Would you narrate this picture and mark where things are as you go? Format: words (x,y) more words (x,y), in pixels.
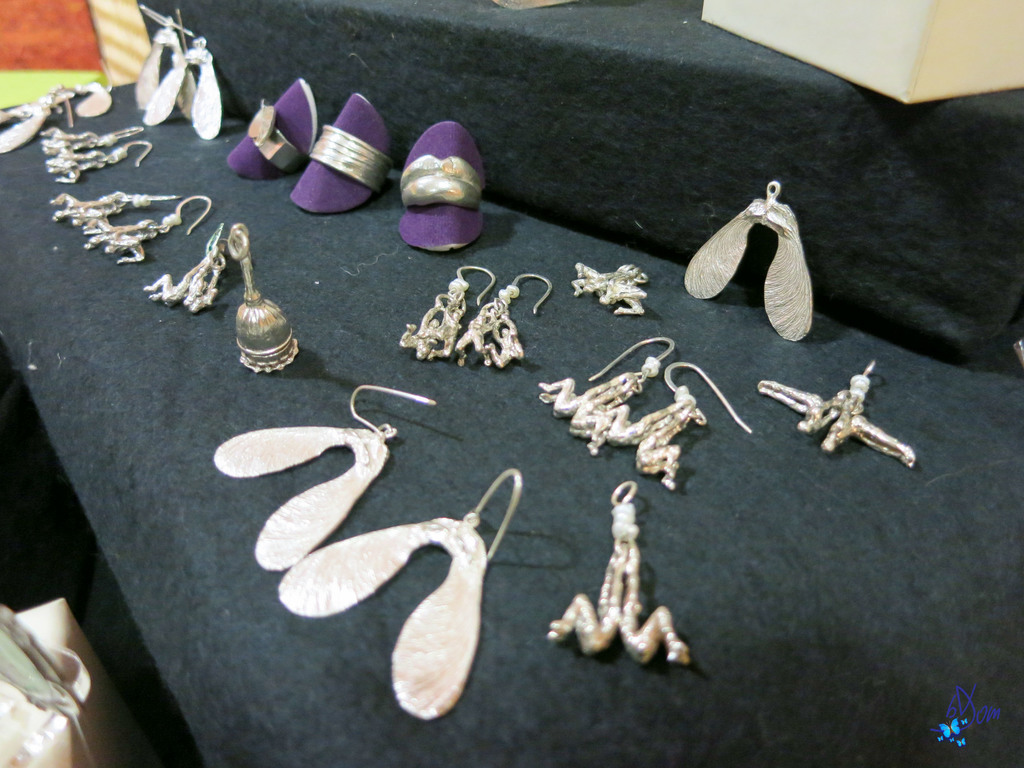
In this image, we can see few earrings (596,440), some objects (87,203), rings (382,155) are placed on the black cloth (754,656). Top of the image (890,40), we can see a white box (894,58). At the bottom (37,726), we can see some object (68,715). Right side (965,728) bottom of the image (953,736), we can see some icon (957,718).
